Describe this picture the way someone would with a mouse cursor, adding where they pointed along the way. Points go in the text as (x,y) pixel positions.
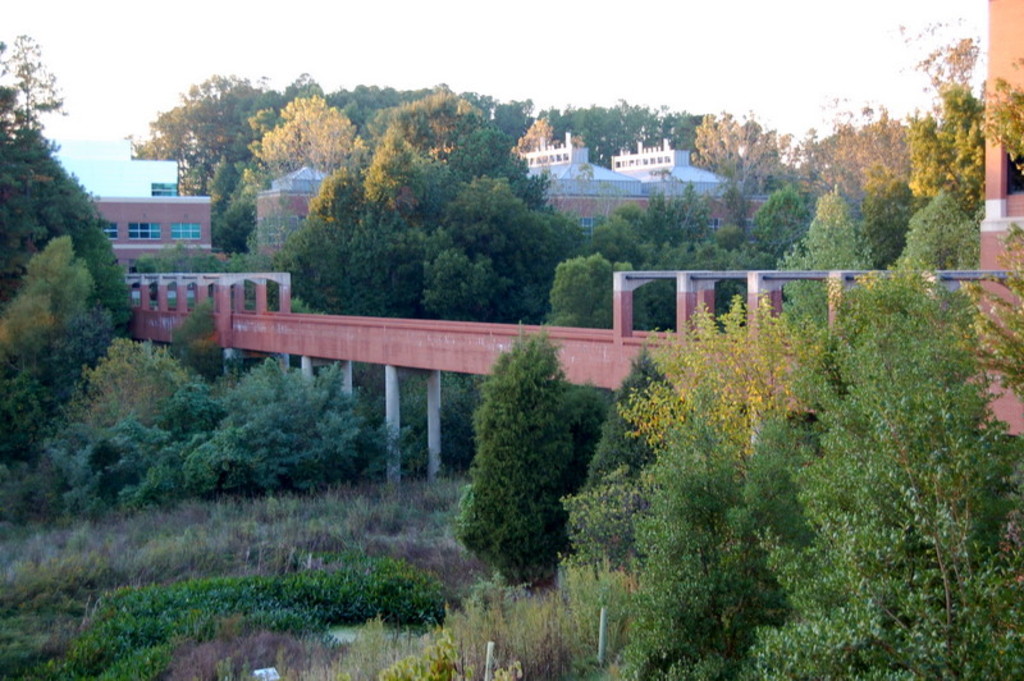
In the center of the image (408,338) there is a bridge (876,273). In the background (270,308) there are trees (355,250) and buildings (263,224). At the top (663,59) there is sky (406,57).
